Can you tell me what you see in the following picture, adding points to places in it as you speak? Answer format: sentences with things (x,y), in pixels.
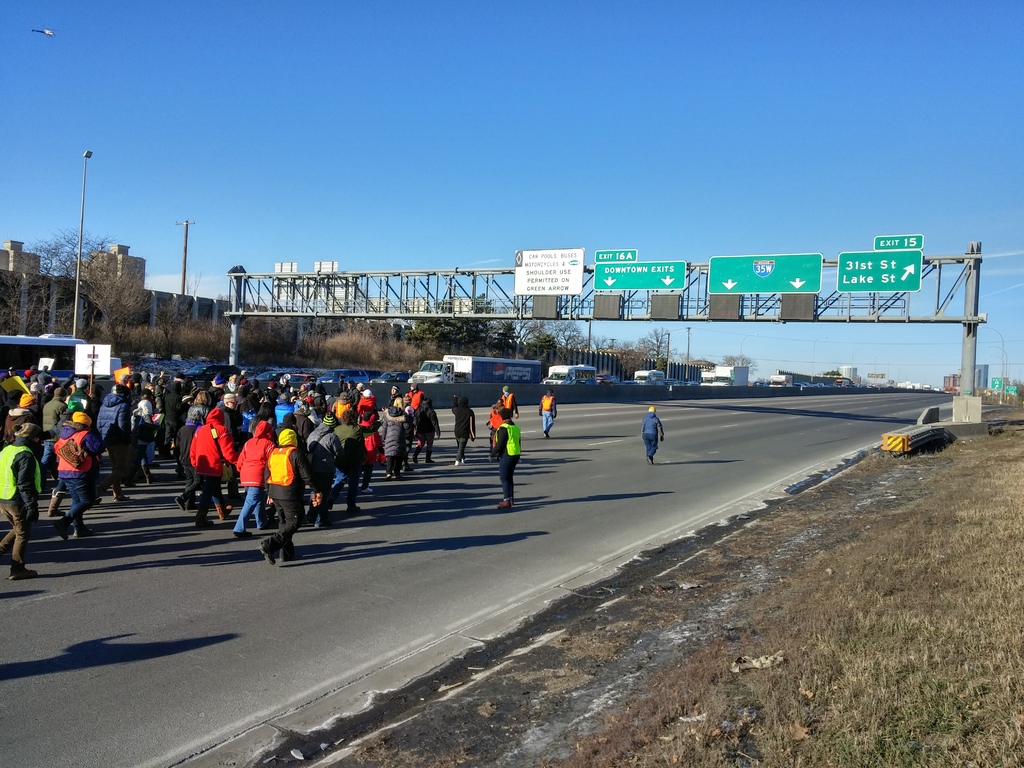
In this picture I can see there are a group of people (341,483) walking on the road (55,638) and they are wearing coats (412,435) and there is a arch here and it has direction boards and there are trees (490,347) here on to left (321,359) and there are buildings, trucks (456,370) on the road (97,634) and trees (274,349) and the sky (890,233) is clear.
